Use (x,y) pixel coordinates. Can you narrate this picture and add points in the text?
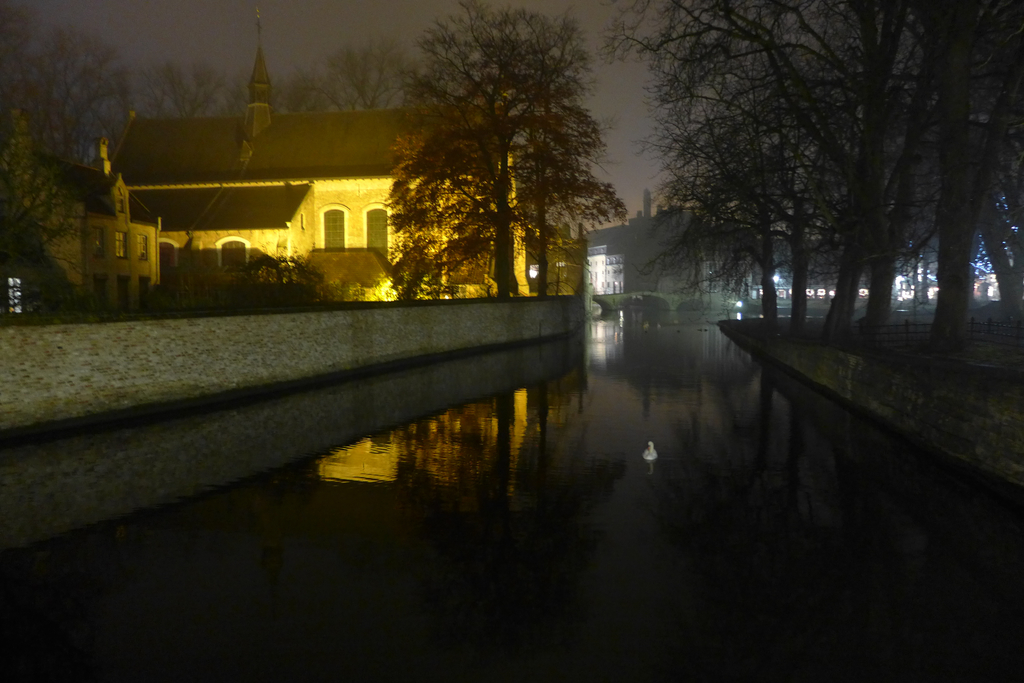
On the left (139,155) there is a church (170,119), beside that we can see the light (534,274), trees (498,268) and wall (517,318). On the right (864,176) we can see the buildings (899,300), grass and trees (757,236). At the bottom (872,504) there is a water (692,431). In the background (598,281) we can see the buildings (605,245) and bridge (622,300). At the top (697,1) there is a sky (248,4).
